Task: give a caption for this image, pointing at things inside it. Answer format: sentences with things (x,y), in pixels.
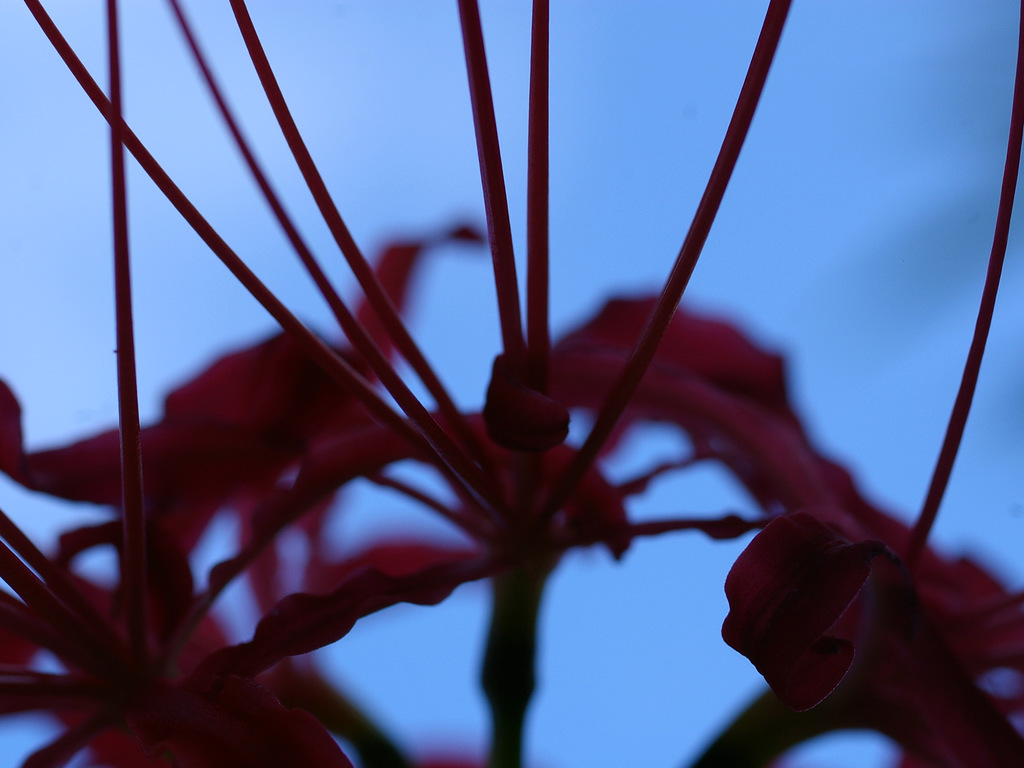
In this image we can see a flower (259,377) and sky (522,296) in the background (444,334).
